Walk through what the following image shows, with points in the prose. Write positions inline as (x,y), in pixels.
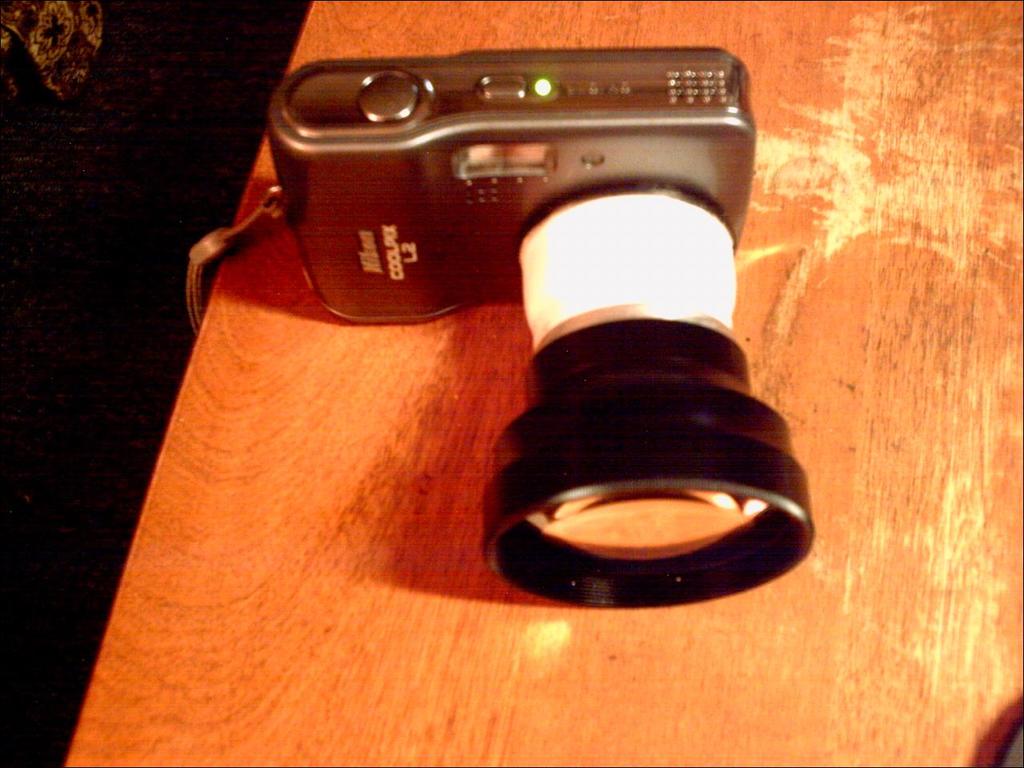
In this image in the center (634,357) there is a camera (655,208), and at the bottom (656,670) there is a table (700,46) and at the top left hand corner (74,29) it looks like a cloth (98,26) and there is a black background (67,416).
